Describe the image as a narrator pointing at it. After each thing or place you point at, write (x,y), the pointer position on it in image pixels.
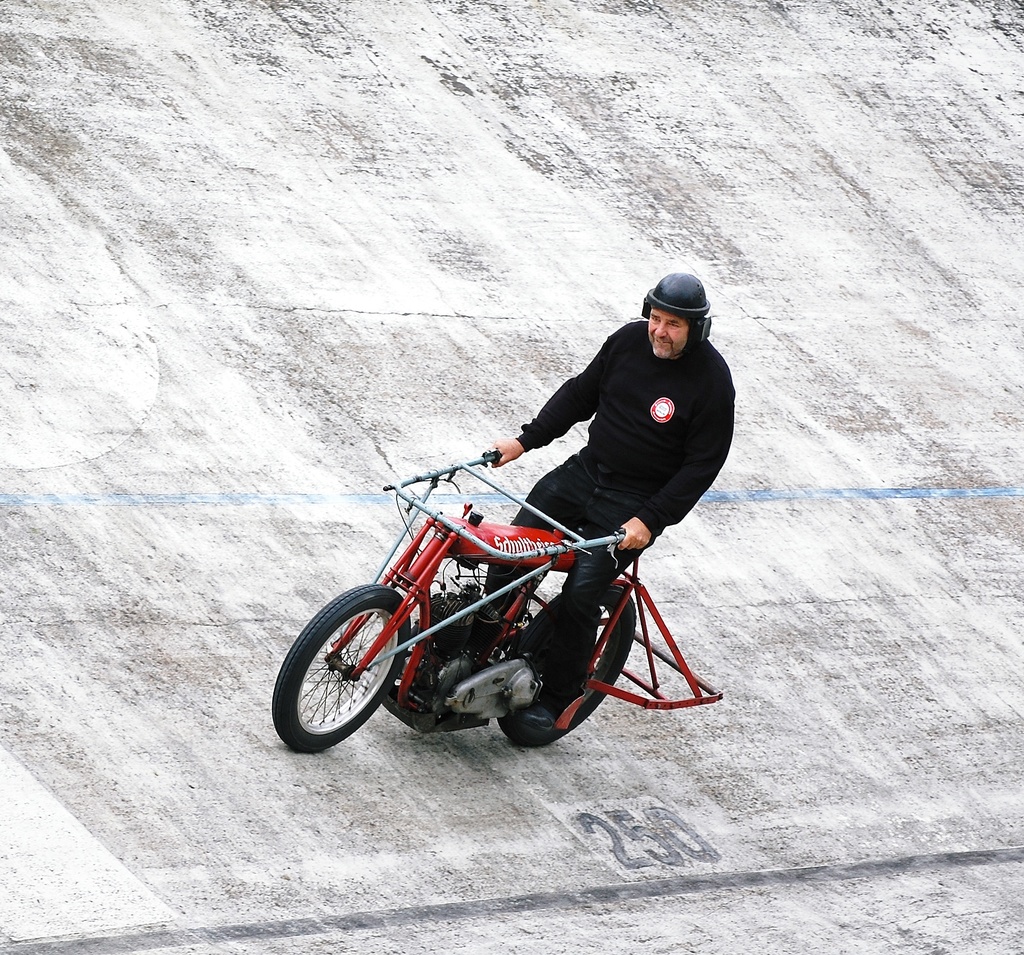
In this picture there is a man (611,566) riding the vehicle (387,598) on a slanted wall (478,448). He is wearing a black t shirt (617,453), black jeans (550,507) and black helmet (701,293). The bike (540,515) is in red in color.
